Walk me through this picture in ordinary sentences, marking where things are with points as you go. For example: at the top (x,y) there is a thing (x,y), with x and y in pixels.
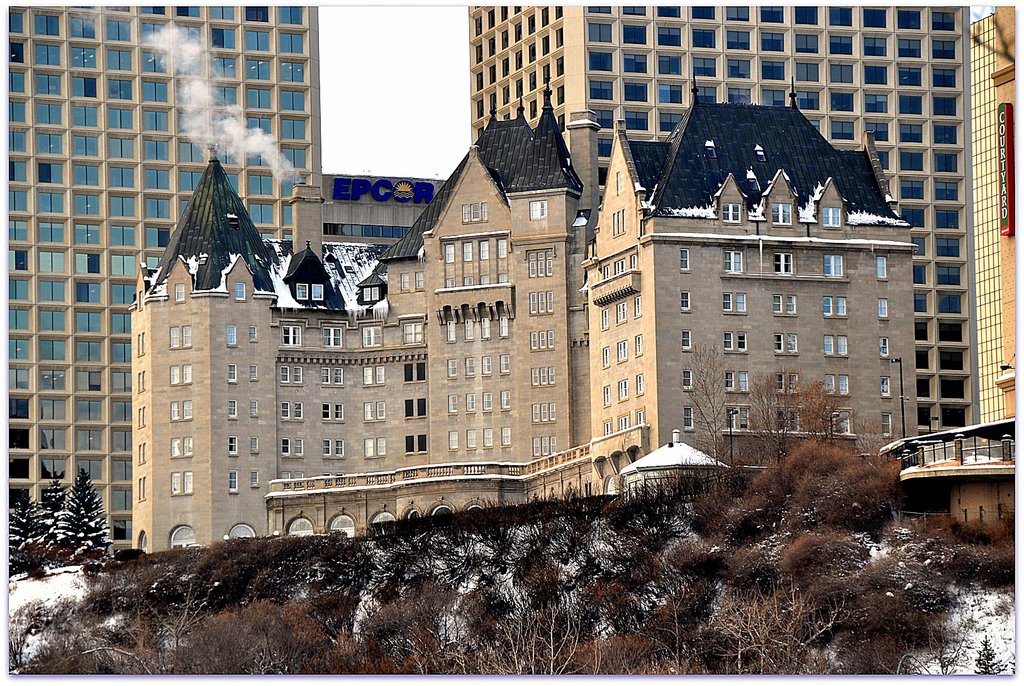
In this picture we can see there are trees (56,503), plants (83,570), buildings (195,293), snow (53,584), name boards (431,187) and smoke (256,147). At the top of the image (385,98) there is the sky (430,111).
